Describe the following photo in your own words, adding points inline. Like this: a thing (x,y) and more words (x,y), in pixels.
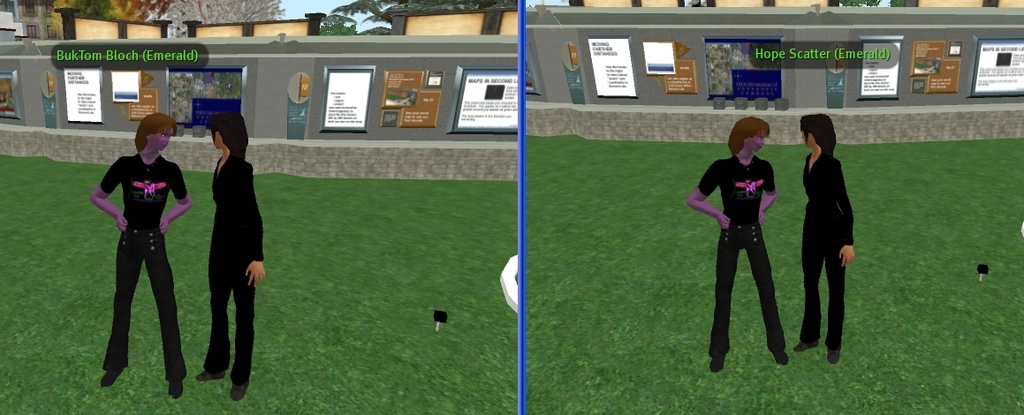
This image is a collage of two images. This image is an animated image. Both are same images. At the bottom of the image (552,385) there is a ground (534,299) with grass (390,238) on it. In the middle of the image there is a man (749,237) and a woman (827,260). In the background (365,79) there is a wall (445,156) with a few boards (189,94) and posters (414,110) with a text (427,113) on it. There are a few trees (126,15).
